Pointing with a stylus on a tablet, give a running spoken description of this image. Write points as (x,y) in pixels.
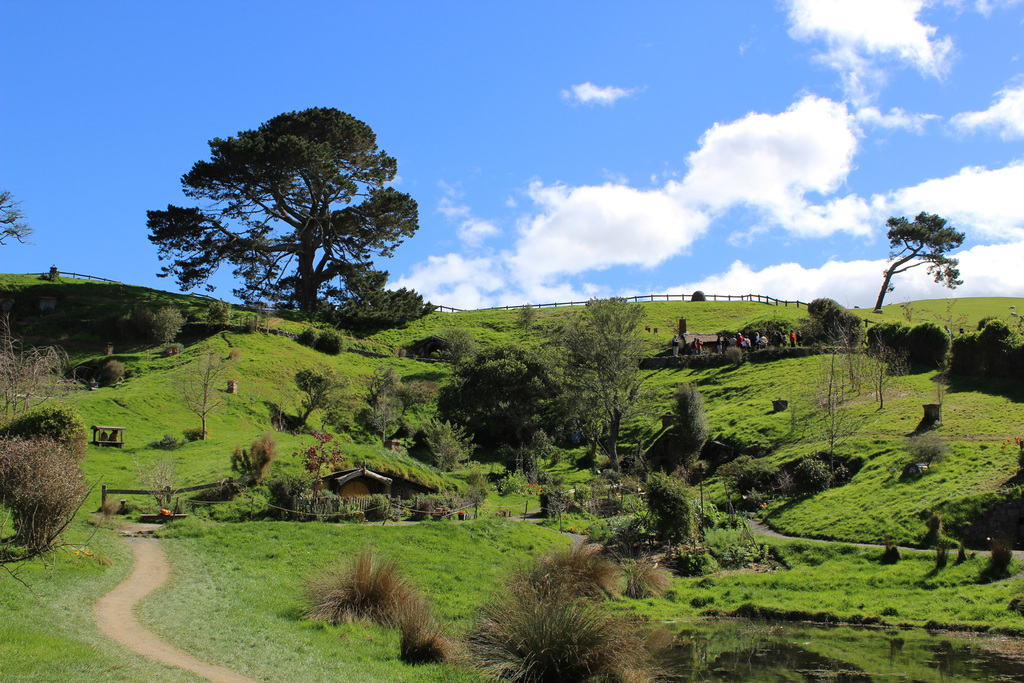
In this image I can see the ground (235,570), the path (125,606), few trees (525,409) which are brown and green in color, few houses (714,334) and few persons (794,333) standing. In the background (717,296) I can see the railing (717,296) and the sky (554,93).
